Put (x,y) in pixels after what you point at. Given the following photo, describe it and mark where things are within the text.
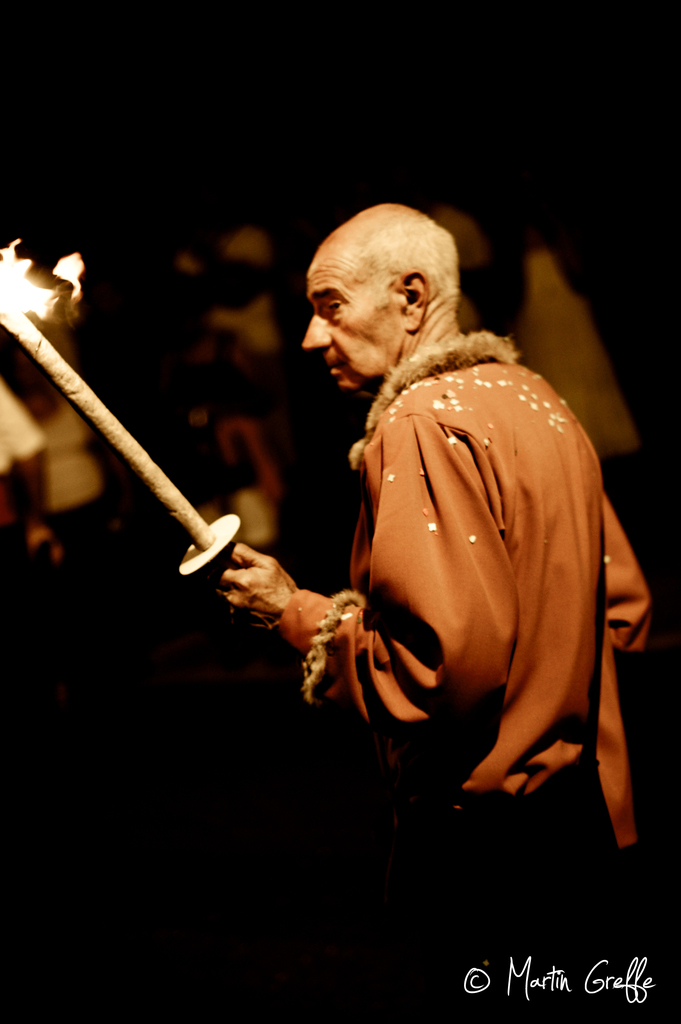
In this image, we can see a person (457,370) wearing clothes (415,600) and holding a firestick (176,501) with his hand (247,575). There is a text (624,985) in the bottom right of the image (640,989).
